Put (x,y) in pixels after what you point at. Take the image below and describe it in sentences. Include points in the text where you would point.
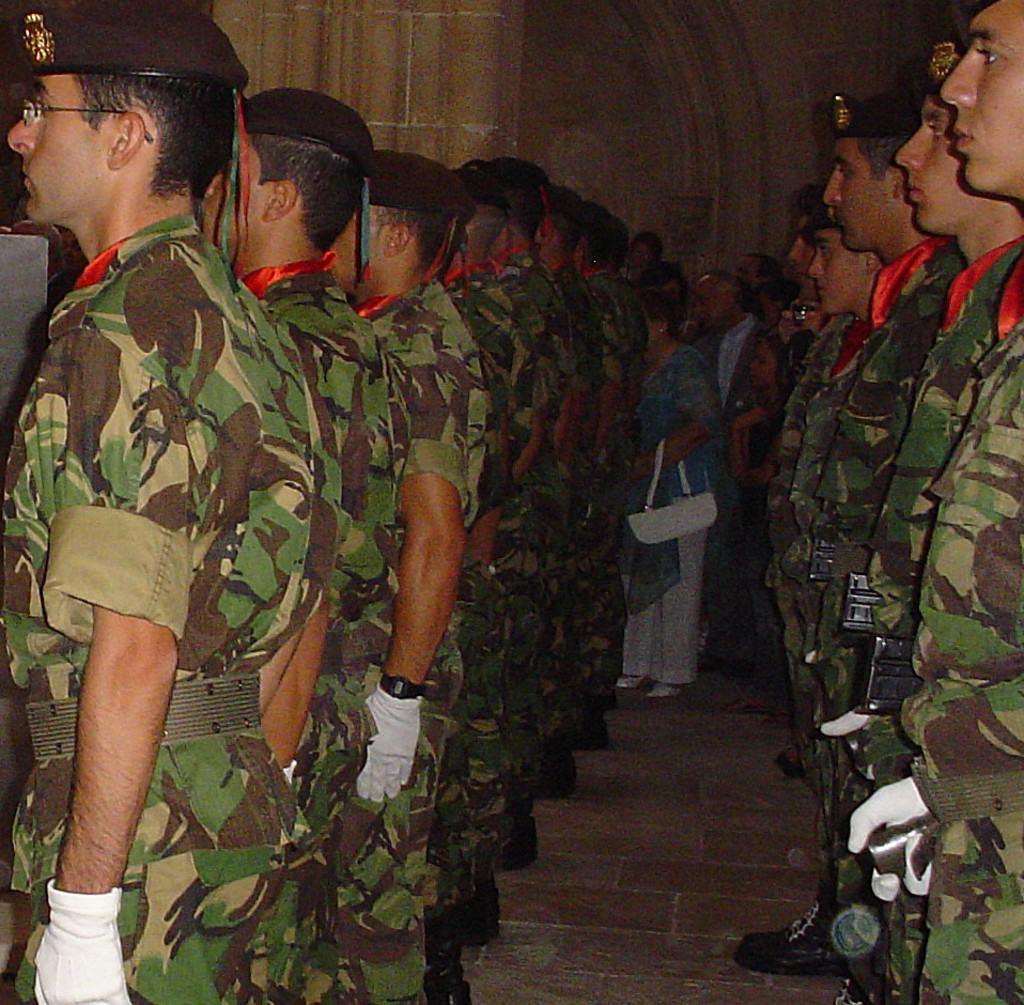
This picture describes about group of people (479,386), few people (388,348) wore caps (326,140), in the background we can see a woman (679,404), she is holding a bag (658,509) and we can see few weapons (881,859).
